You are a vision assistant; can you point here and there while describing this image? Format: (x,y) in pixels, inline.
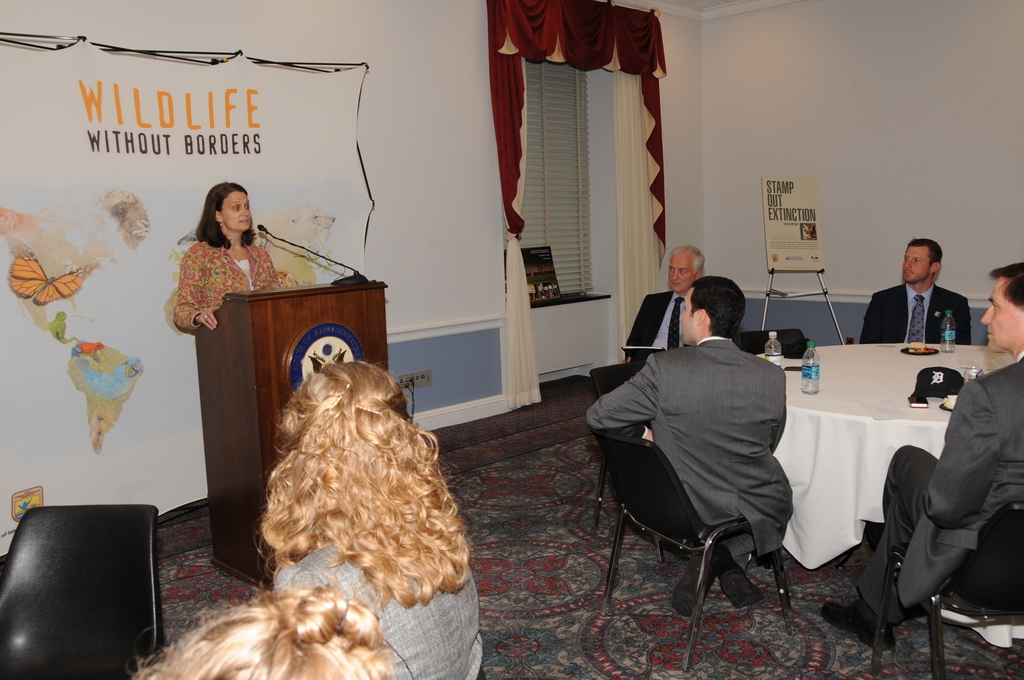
In the image we can see there are people (966,314) who are sitting on the chair (619,374) and they are looking at a woman (268,283) who is standing in front of the podium (307,342) and at the back (90,171) there is written "Wild Life Without Borders" on the wall (404,170).
